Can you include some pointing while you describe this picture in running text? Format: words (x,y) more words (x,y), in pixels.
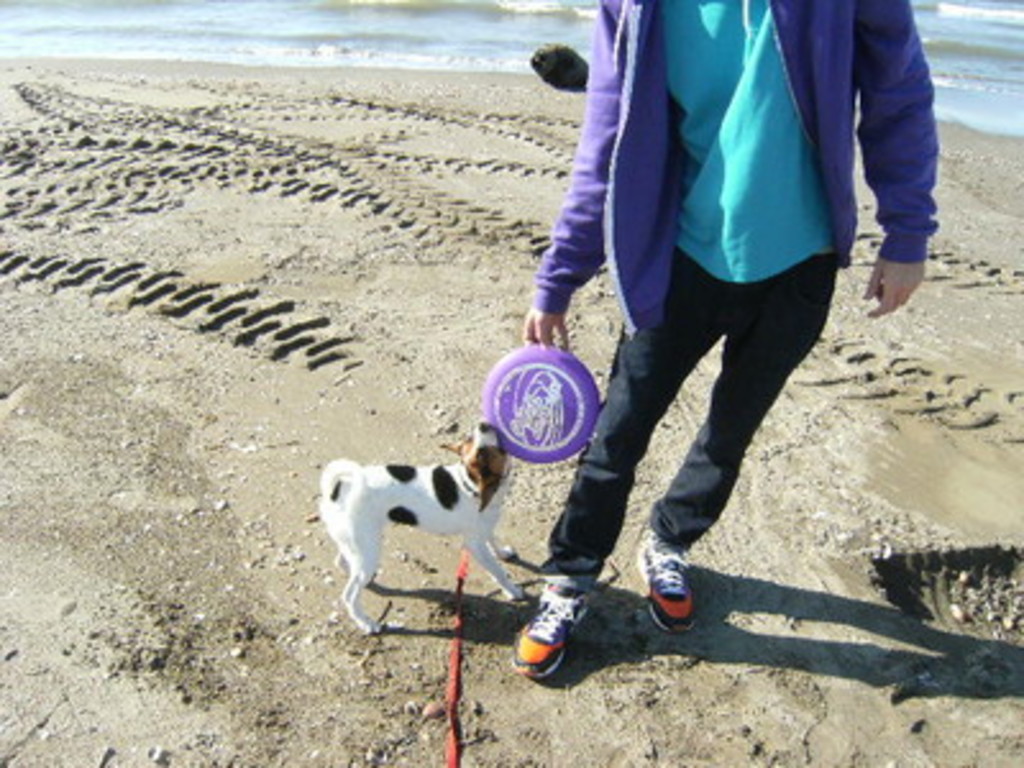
In this image we can see a person (611,10) playing with a dog (498,460), they both are holding an object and in the background (436,324) there is sand (328,219) and water (572,3).
